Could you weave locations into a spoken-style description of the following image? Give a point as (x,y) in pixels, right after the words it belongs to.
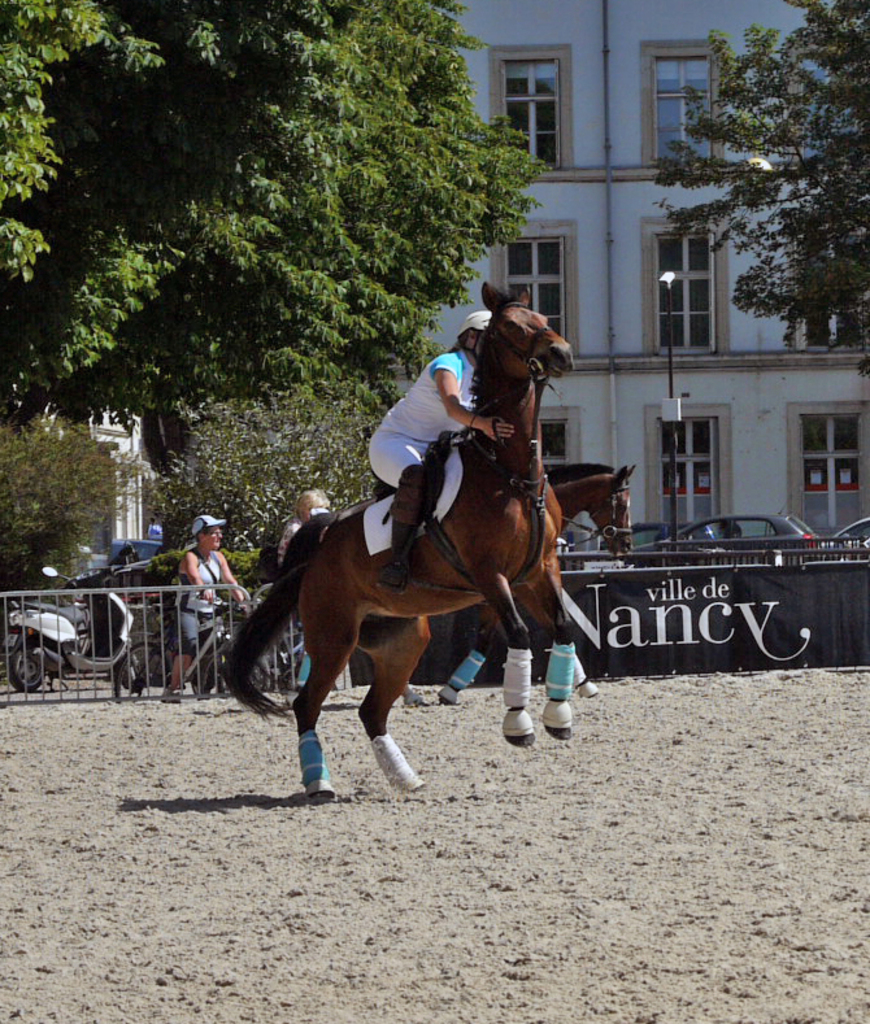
In this picture we can see a person (413,442) riding a horse (498,451), in the background (408,385) we can find a building (575,254) street light (674,512) some vehicles (726,514) and trees (842,159).
